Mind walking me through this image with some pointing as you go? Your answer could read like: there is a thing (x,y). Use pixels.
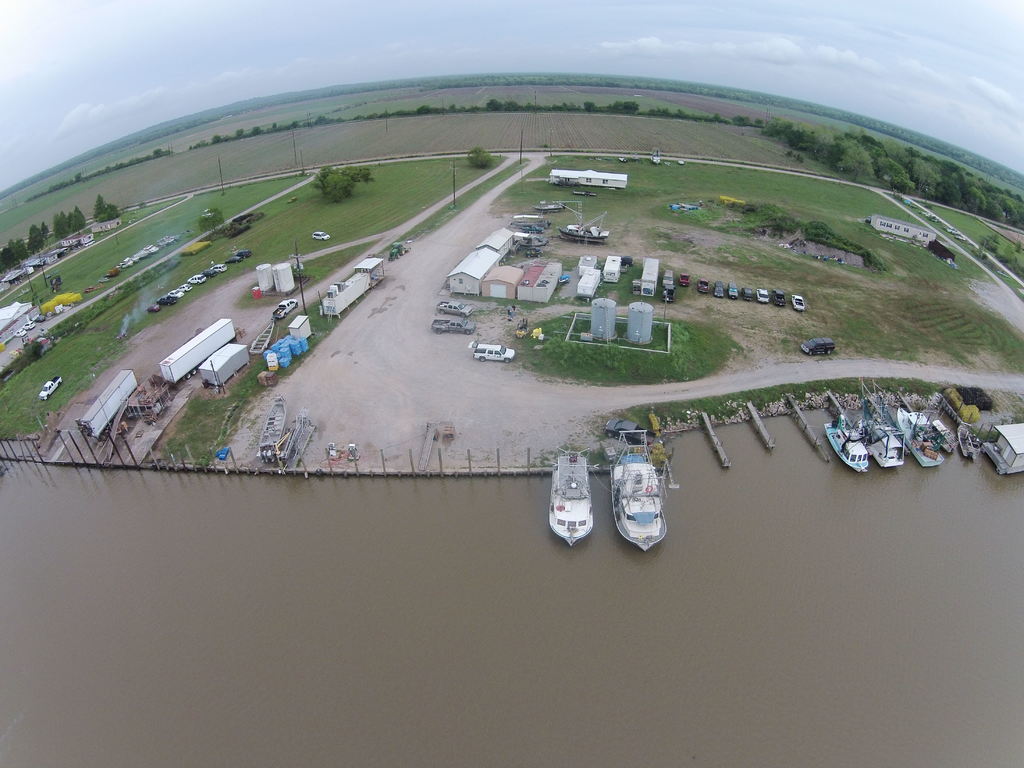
In the image I can see the top view of a place (473,340) where we have some buildings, houses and also I can see some plants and some boats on the water (25,594).
